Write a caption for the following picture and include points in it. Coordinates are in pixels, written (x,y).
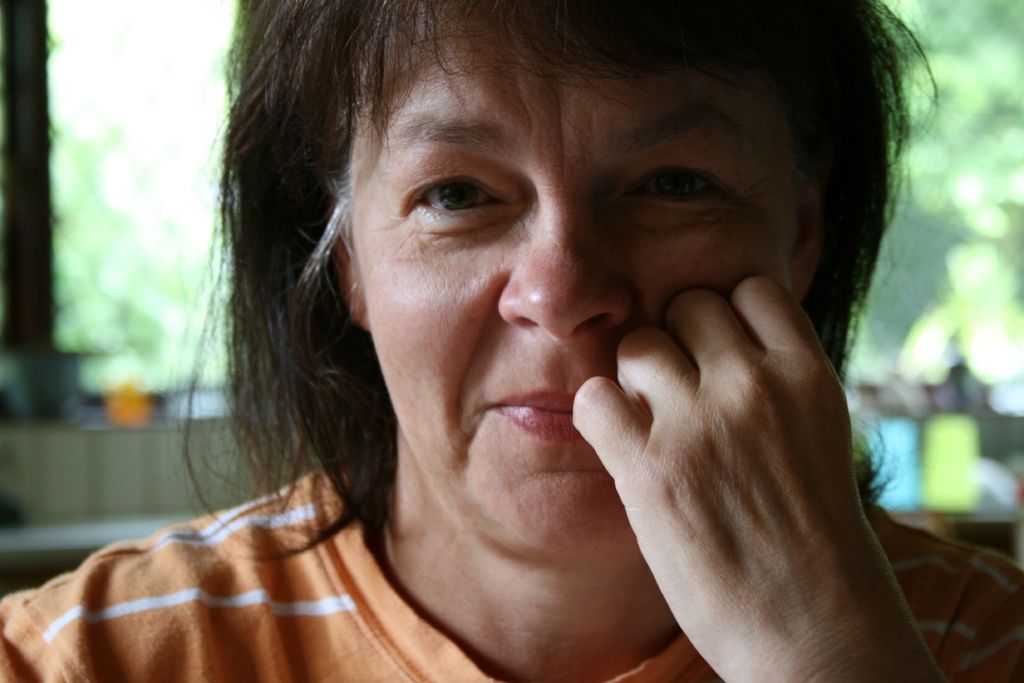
In this picture I can see a woman (562,352), the woman (542,351) is smiling. The background of the image is blur.
